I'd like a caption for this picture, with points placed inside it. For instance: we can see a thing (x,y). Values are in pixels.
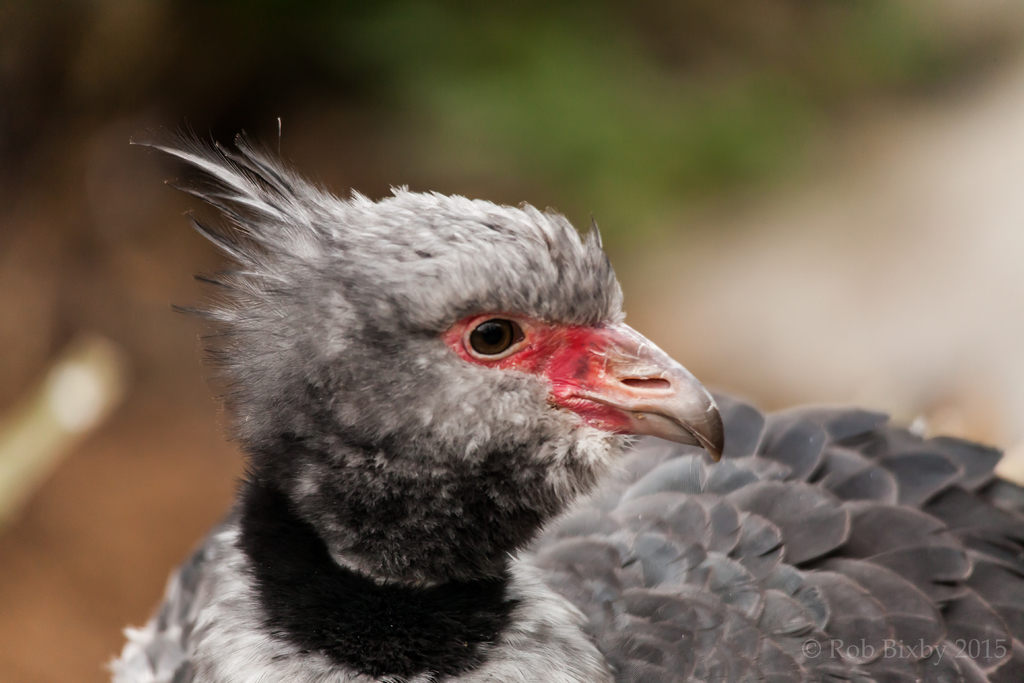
In the image we can see a bird (592,575). Background of the image (587,9) is blur.
